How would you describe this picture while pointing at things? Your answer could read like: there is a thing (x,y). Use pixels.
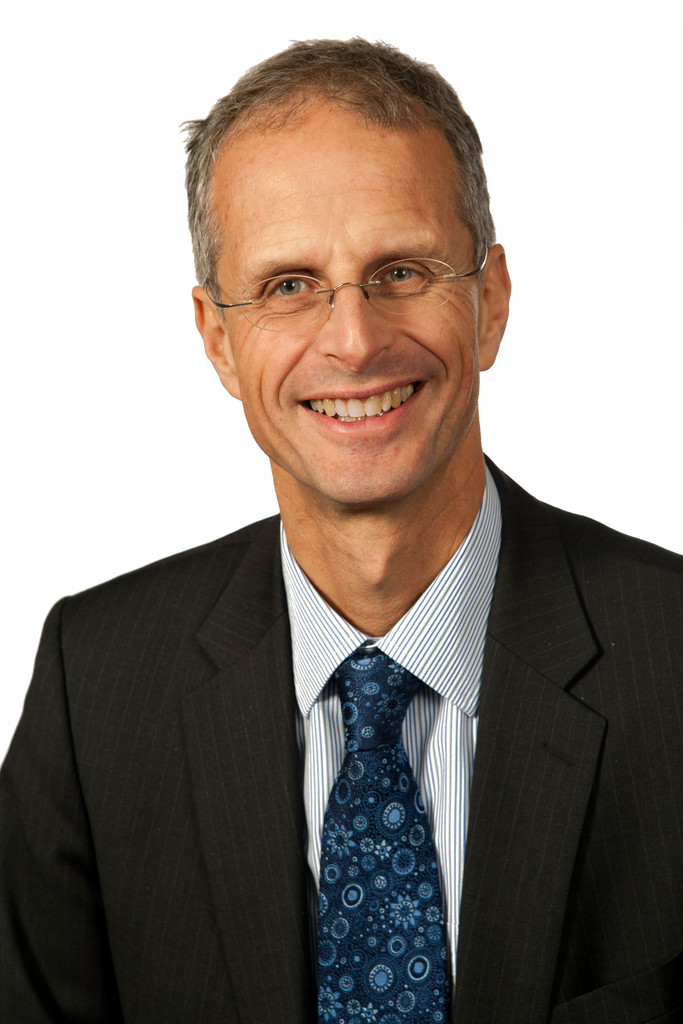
In this image we can see a person (412,732) smiling and wearing the spectacles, also we can see the background (556,42) is white.
